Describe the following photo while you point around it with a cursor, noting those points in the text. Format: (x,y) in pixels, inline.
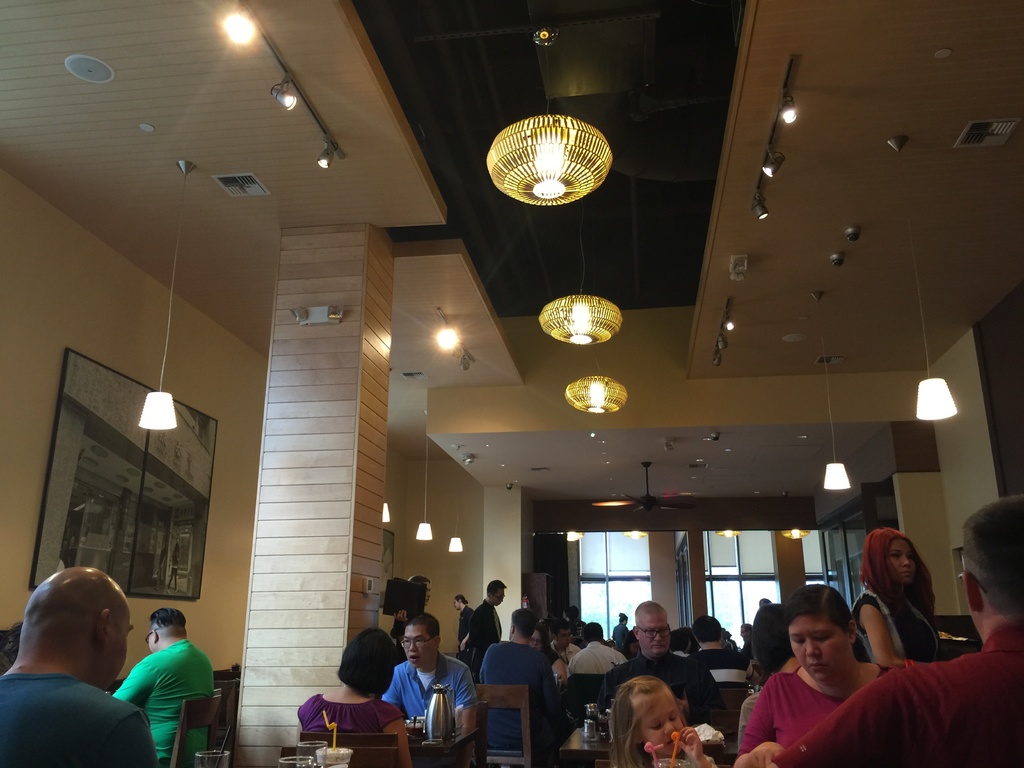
At the bottom (839,616), we can see a group of people (610,687) are sitting on the chair (352,746). In-front of them, there are few tables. Few things (340,752) and items (687,763) are placed on it. Here we can see few people (460,629) are standing. Here there is a pillar (314,570), wall (439,564), showpieces (42,556). Background (604,579) we can see glass doors (619,589). Here we can see lights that are attached to the ceiling (976,294).
